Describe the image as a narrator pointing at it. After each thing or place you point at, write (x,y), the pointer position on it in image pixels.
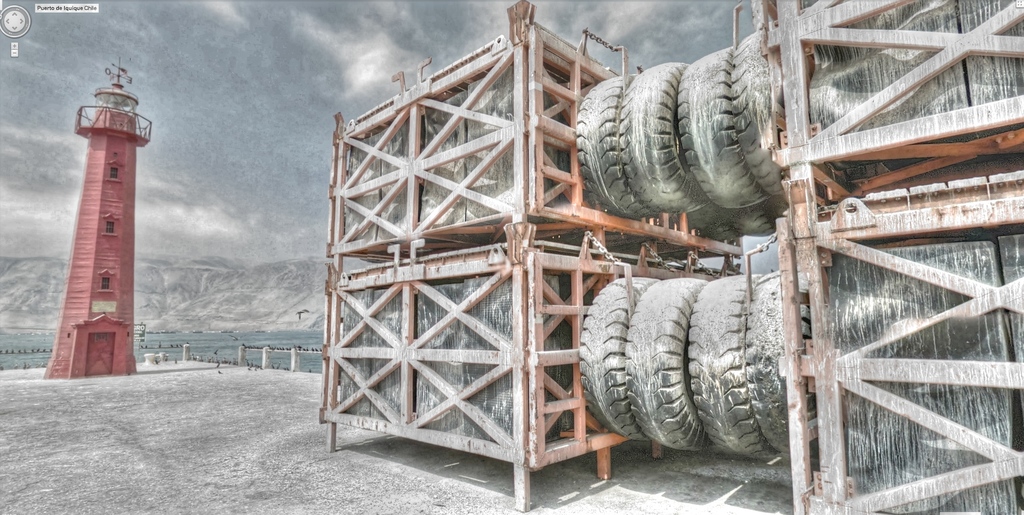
In the image we can see there are many tires (736,331) chained. These are the container boxes (533,352), footpath (198,411), tower (100,293), mountain (180,281) and a cloudy sky (231,152). There is water (195,342) and we can see there are even many birds (219,364).
